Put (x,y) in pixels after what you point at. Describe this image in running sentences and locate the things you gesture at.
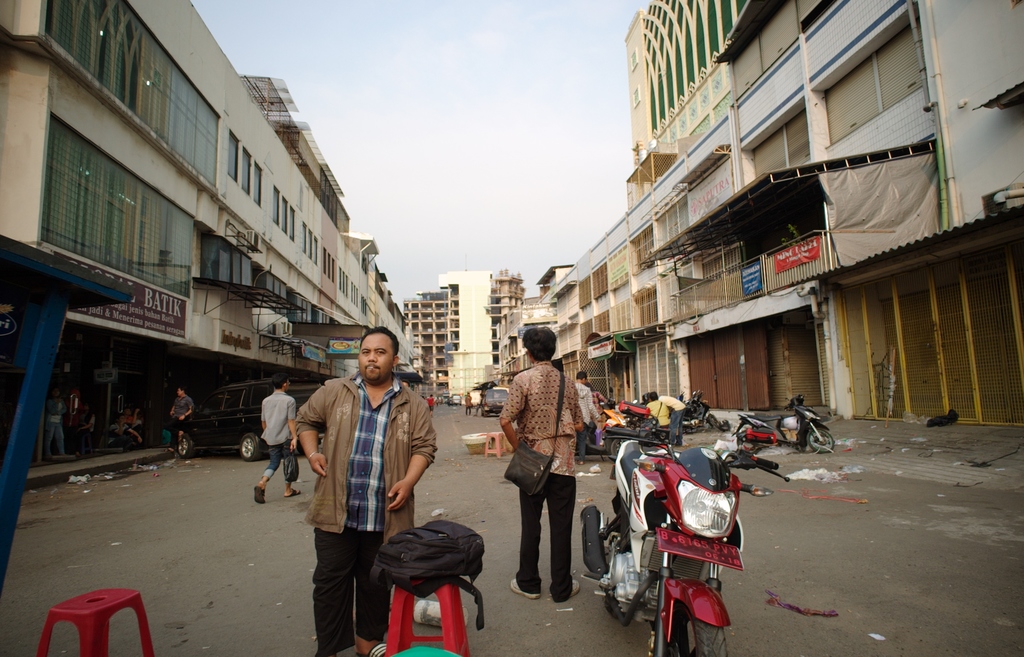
In this picture we can see people (394,489), vehicles (627,514), stools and some objects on the ground (482,473) and in the background (1022,212) we can see buildings (1016,224) and the sky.
